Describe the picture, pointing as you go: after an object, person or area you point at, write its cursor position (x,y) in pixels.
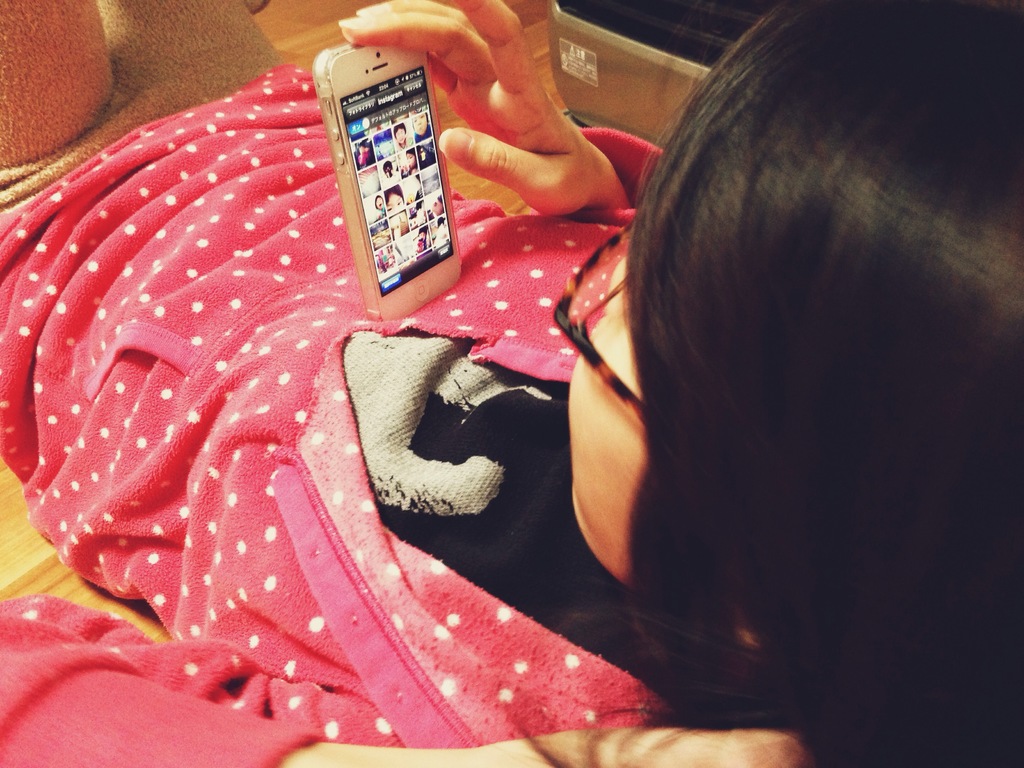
In this picture we can see a woman (446,541) she is lying on the floor (10,507) and she is holding a mobile (449,241).
